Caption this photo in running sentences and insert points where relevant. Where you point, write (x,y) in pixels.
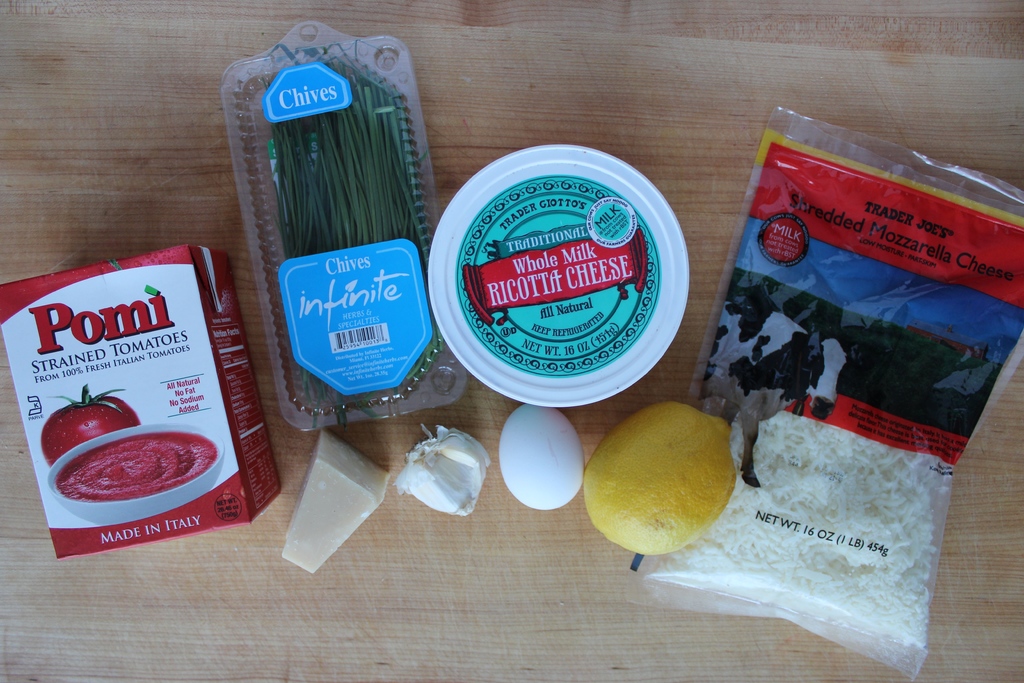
In this image I can see three boxes (512,266), cheese (829,501) in a plastic cover (739,388), an egg (558,462), a yellow color thing (600,483), a garlic (464,479) and one more thing (323,548) over here. I can also see something is written at many places.
